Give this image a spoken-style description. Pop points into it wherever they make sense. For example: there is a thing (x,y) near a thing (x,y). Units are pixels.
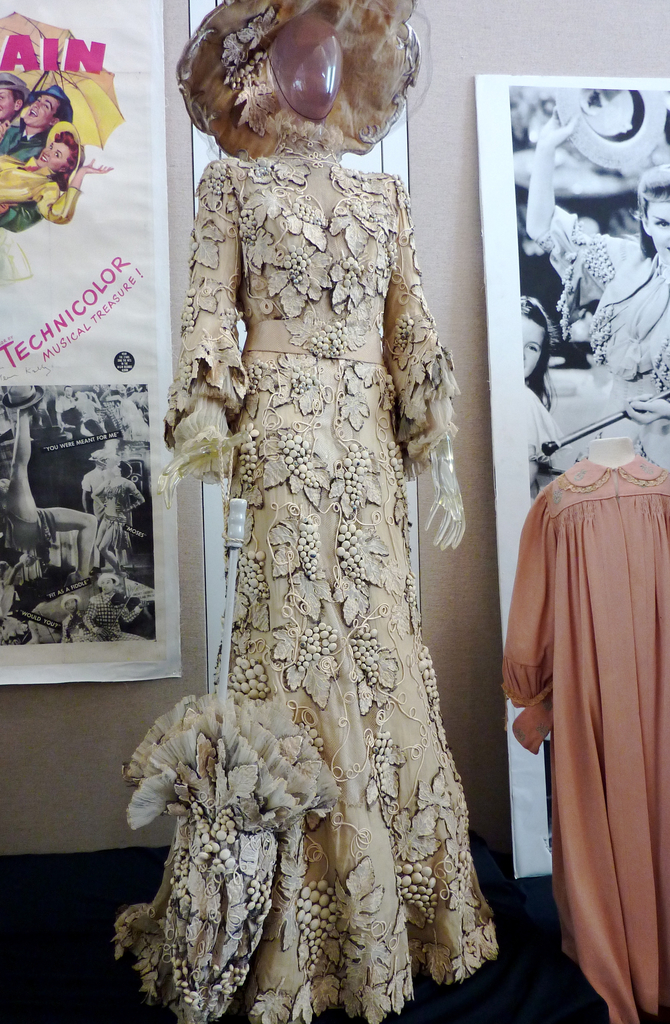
In this image in the front (215,413) there is a statue (196,451) and on the statue (195,460) there is a cloth (357,528) and there is a hat (343,31). In the background (490,226), on the wall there are posters (161,256) with some text (98,280) and images (546,345) on it and on the right side (606,549) there is a statue (604,532) and there is a cloth (610,605) on the statue (628,643).
